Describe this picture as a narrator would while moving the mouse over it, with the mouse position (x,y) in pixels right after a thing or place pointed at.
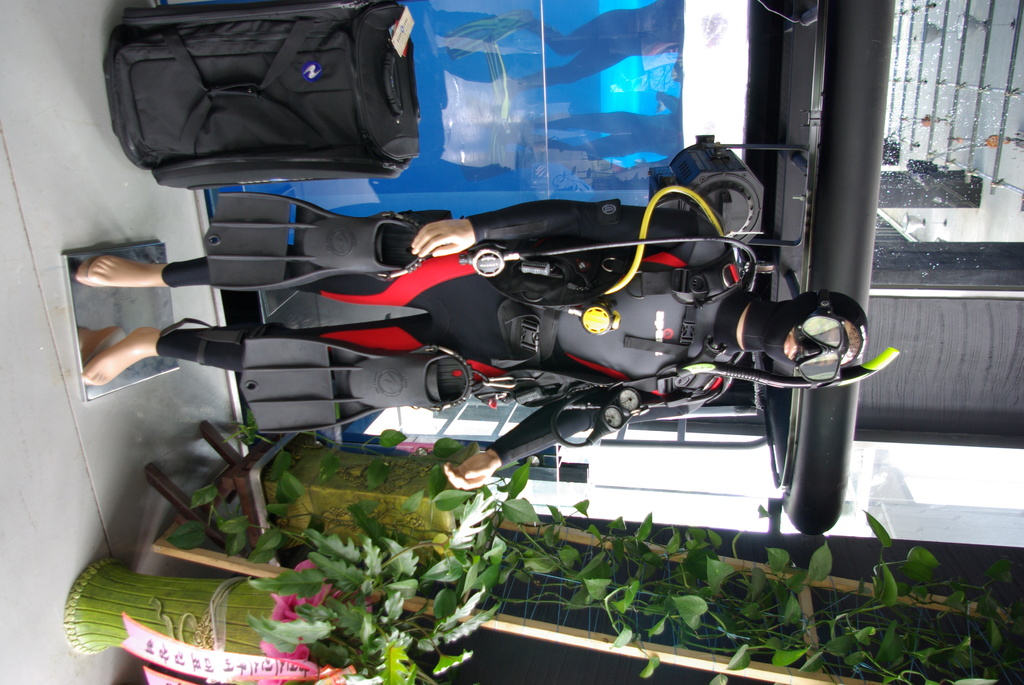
In this image in the center (537,292) there is one mannequin (121,281) and that mannequin (570,295) is wearing swimming costume (197,267), and holding some shoes (376,365). At the bottom (333,565) there are some flower pots (243,640) and plants (790,575), and on the top of the image (345,70) there is one bag (229,95). On the right side (821,216) there is one pipe (847,174) and glass window (934,115), on the left side (85,437) there is a floor (138,437).
